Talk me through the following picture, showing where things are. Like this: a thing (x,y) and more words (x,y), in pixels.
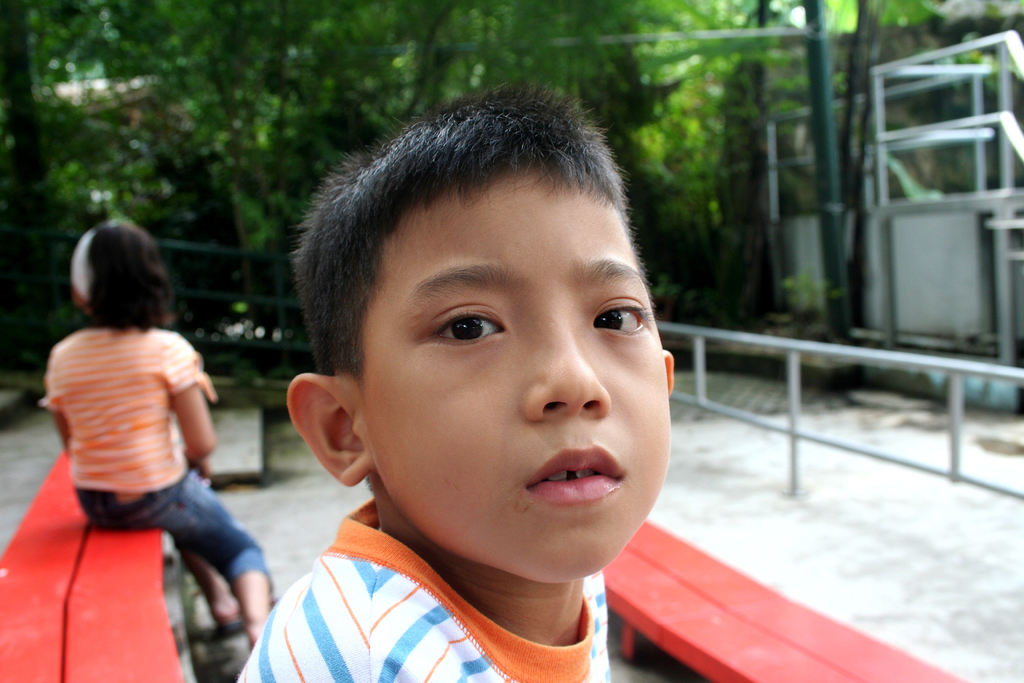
In this image there are trees (441,84) truncated towards the top of the image (392,55), there are benches (75,591) truncated towards the bottom of the image (123,614), there is a person (456,349) truncated towards the bottom of the image (452,460), there is a person (115,385) sitting on the bench (114,625), there is a pole (824,199) truncated towards the top of the image (814,64), there is an object (967,226) truncated towards the right of the image (980,244).
